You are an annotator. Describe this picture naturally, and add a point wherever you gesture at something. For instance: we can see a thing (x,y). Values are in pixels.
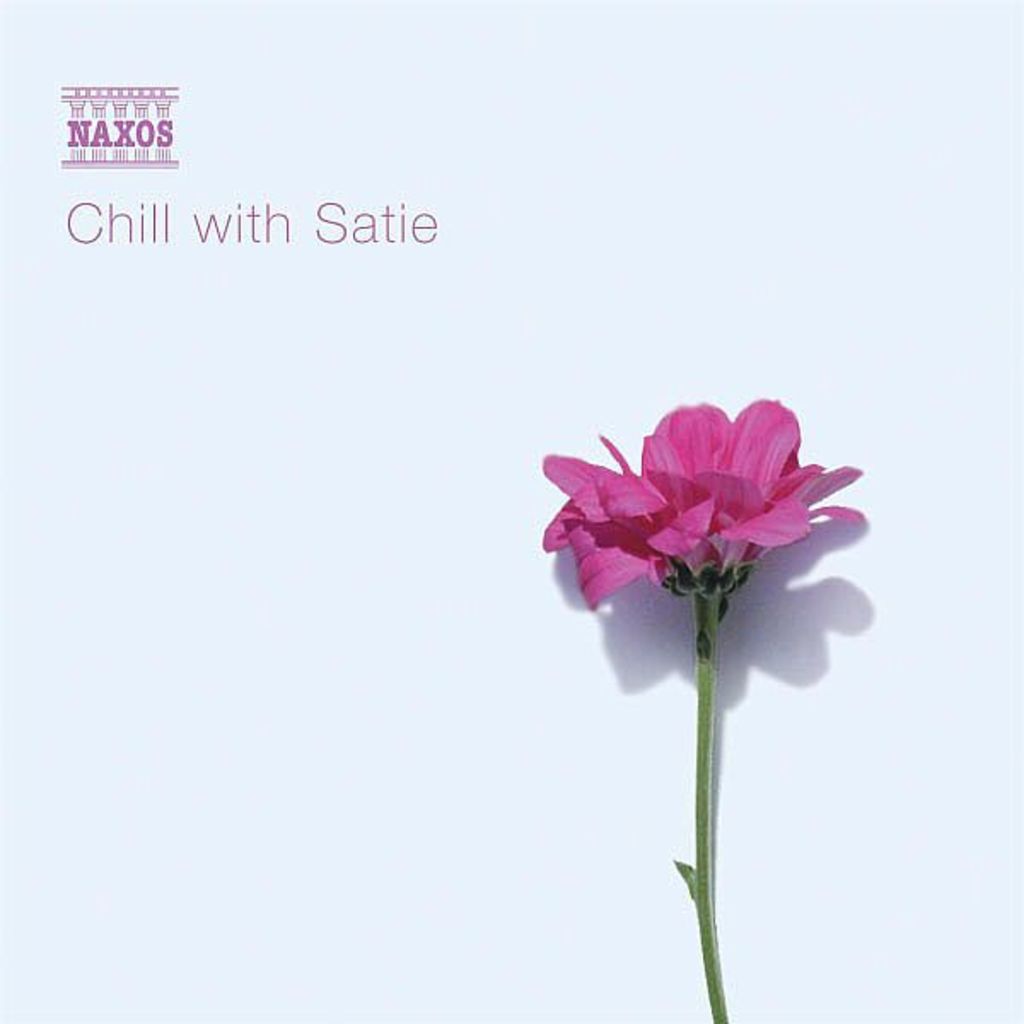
There is a flower (724,1002) in the image. At the top of the image (421,218) there is some text (96,216) printed.
